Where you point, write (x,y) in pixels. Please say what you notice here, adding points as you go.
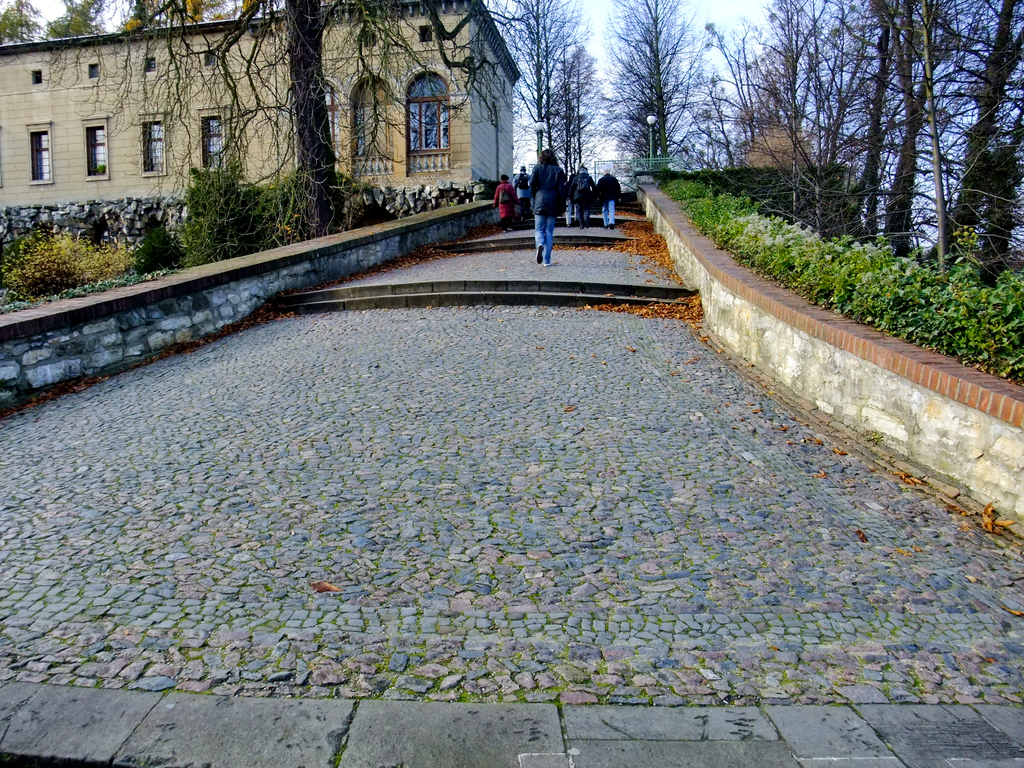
In this picture I can see there is a walkway (458,379), there are few people (550,195) walking and there are dry leaves (639,218), there are plants (811,244) at right (863,289) and left sides. There is a building (459,94) on the left side (145,131), with windows (147,132) and there are trees (678,65) and the sky (678,65) is clear.
